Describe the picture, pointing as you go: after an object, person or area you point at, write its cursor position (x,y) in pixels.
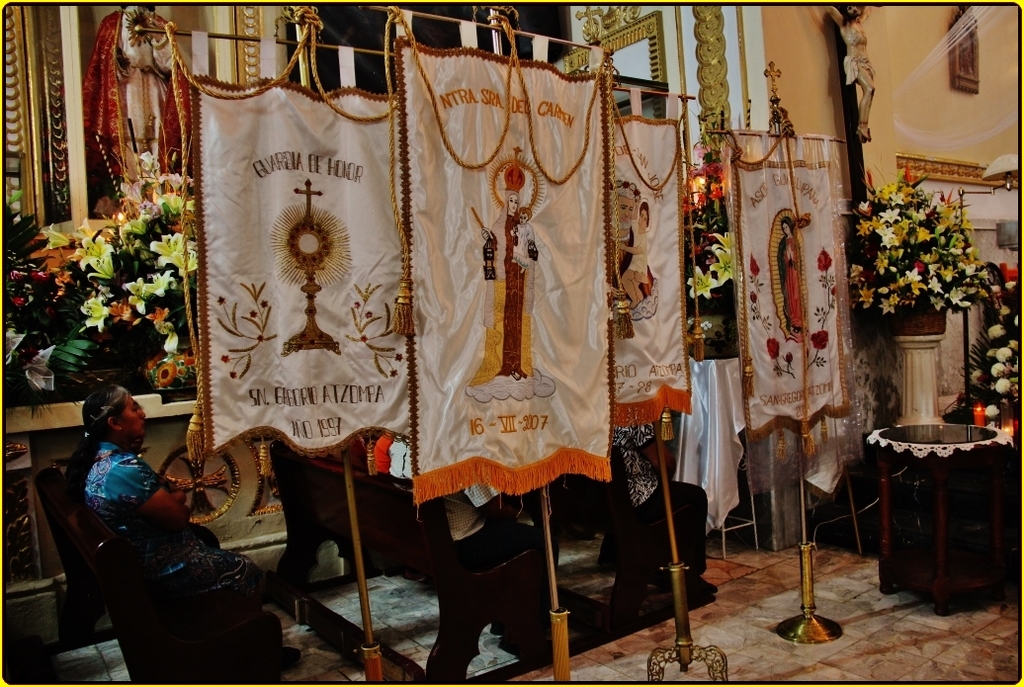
This is a picture of church (597,257) where we can see few decorative clothes (320,148). this is a flower vase (896,245). this is a holy cross (855,85). This is a wall (916,112). These are idols (109,45). Here we can see benches (403,546) and few persons (645,462) sitting on it.
